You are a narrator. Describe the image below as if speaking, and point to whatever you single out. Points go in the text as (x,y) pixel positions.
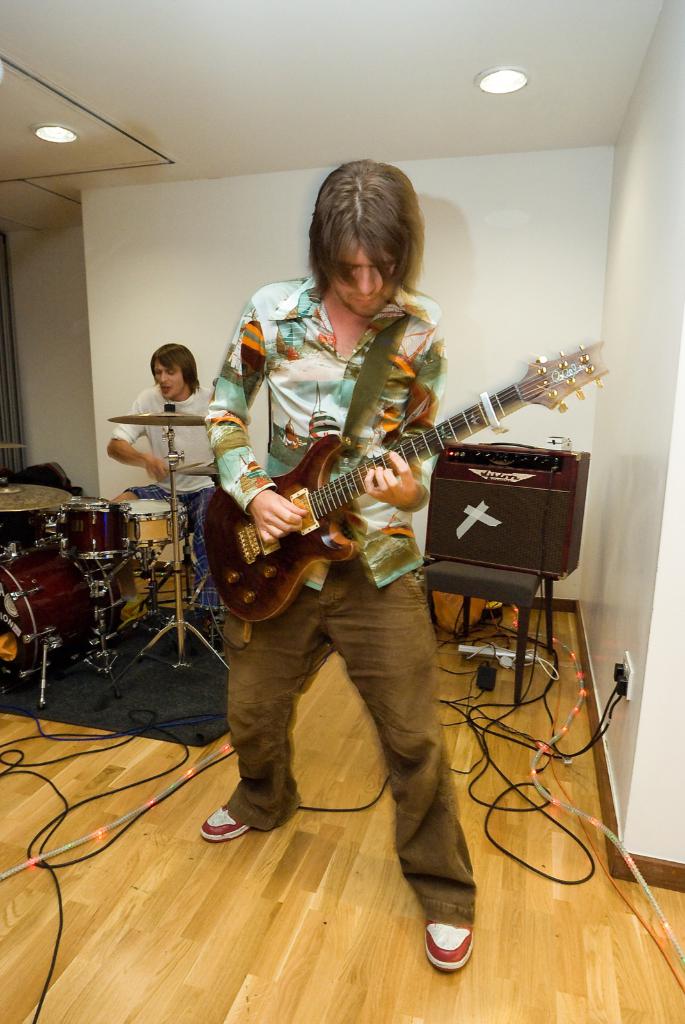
In the given image we can see two persons (251,465), one is holding guitar (302,479) in his hand (302,511) and other one is having a stick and in front of him there is a musical band (74,559).
